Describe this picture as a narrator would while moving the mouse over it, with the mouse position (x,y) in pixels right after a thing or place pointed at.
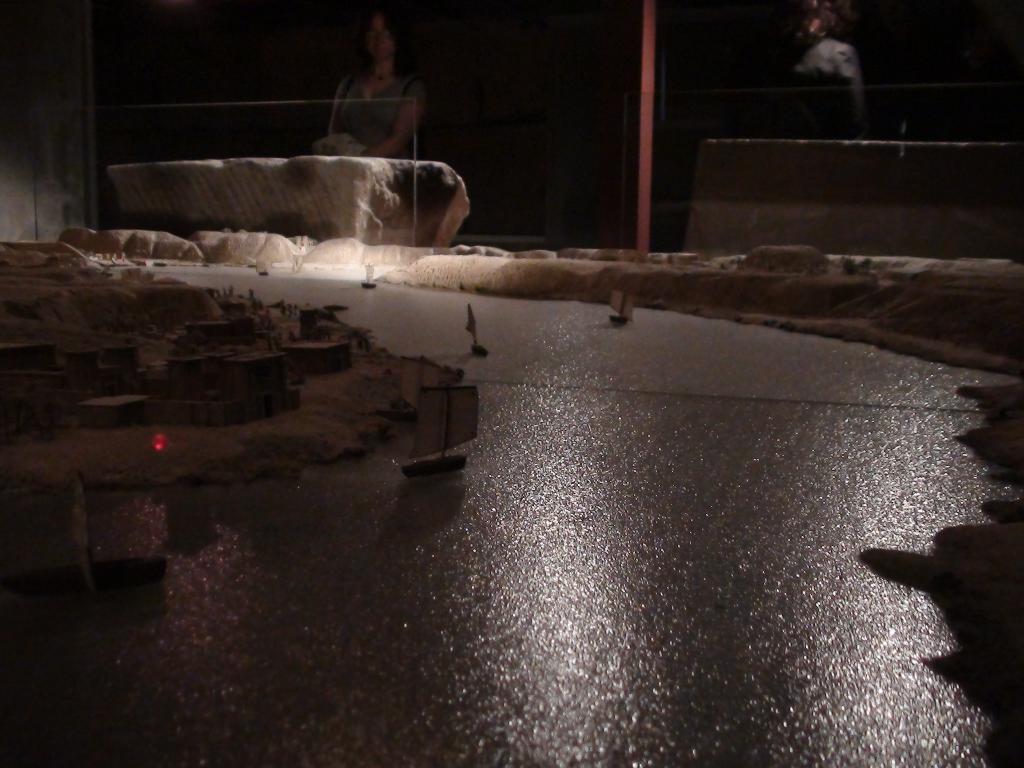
In this image we can see some boats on the water (664,568). We can also see some houses (189,422) on the land (194,436). On the backside (369,42) we can see a person (379,118) standing.
